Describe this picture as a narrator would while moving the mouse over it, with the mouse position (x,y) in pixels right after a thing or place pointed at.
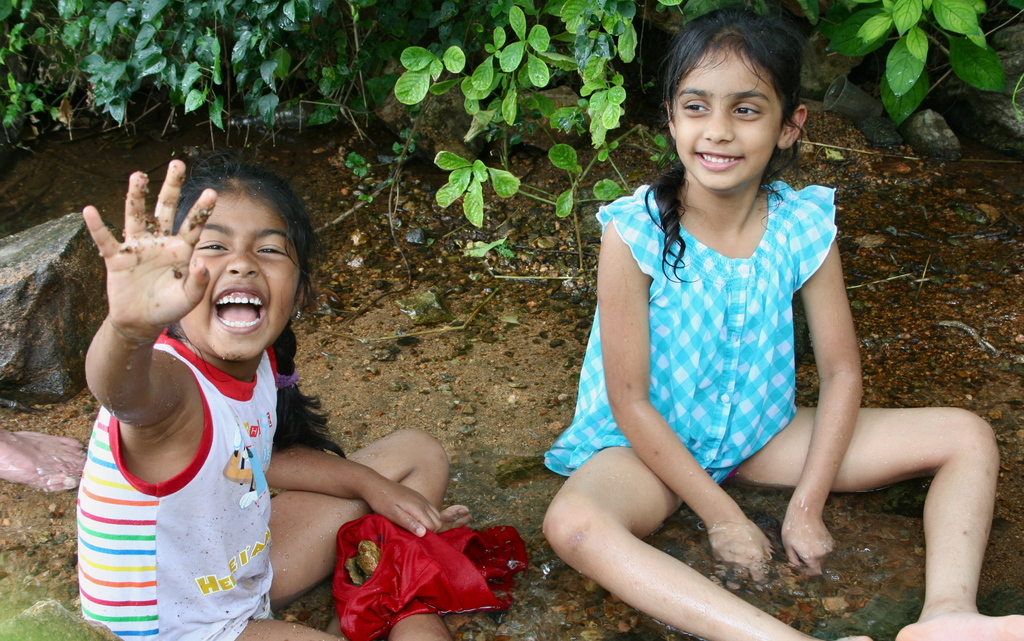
In this picture I can see some water (508,520) on the sand (509,237), two girls (326,559) are sitting and playing with water (491,502), one girl (316,635) is holding a cloth (423,558), behind we can see some plants (577,32), rocks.
